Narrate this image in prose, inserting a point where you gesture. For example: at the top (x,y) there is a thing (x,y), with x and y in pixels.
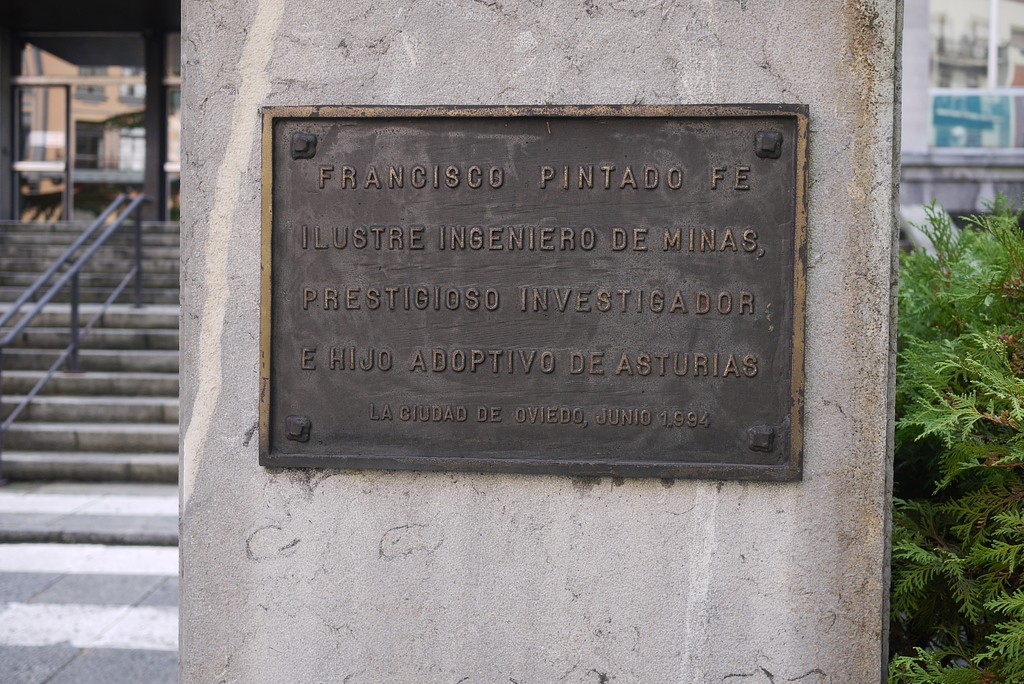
In the picture there is a wall (819,230), on the wall (586,659) there is a board (505,185) with the text (505,185), beside there are concrete stairs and an iron pole fence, there is a plant (997,246), there may be a building (953,154).
